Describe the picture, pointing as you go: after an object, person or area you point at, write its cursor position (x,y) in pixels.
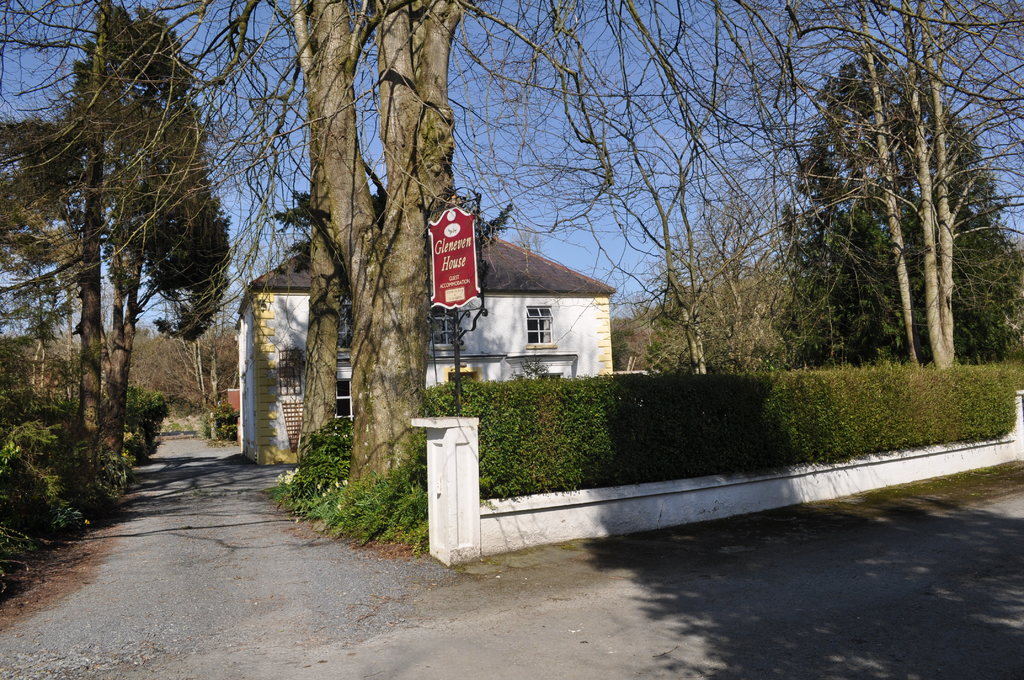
In this image I can see on the left side (77,213) there are trees (64,353). At the bottom (352,564) there is the road (413,602), in the middle (454,241) there is a sign board (444,298) and a house (252,286) in white color. These are the bushes (629,446) on this wall (464,464).
